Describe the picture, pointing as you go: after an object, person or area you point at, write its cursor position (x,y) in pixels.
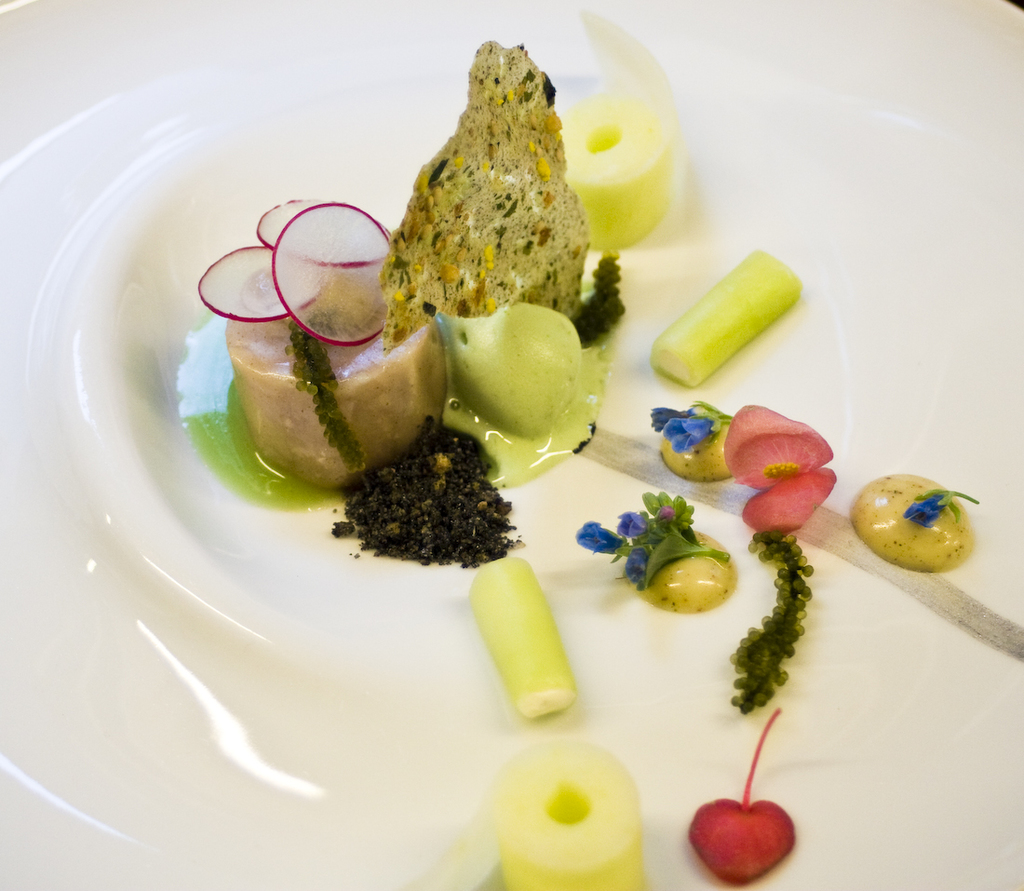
In the center of the image (445,474) we can see food (434,345) placed on the plate (170,631).
